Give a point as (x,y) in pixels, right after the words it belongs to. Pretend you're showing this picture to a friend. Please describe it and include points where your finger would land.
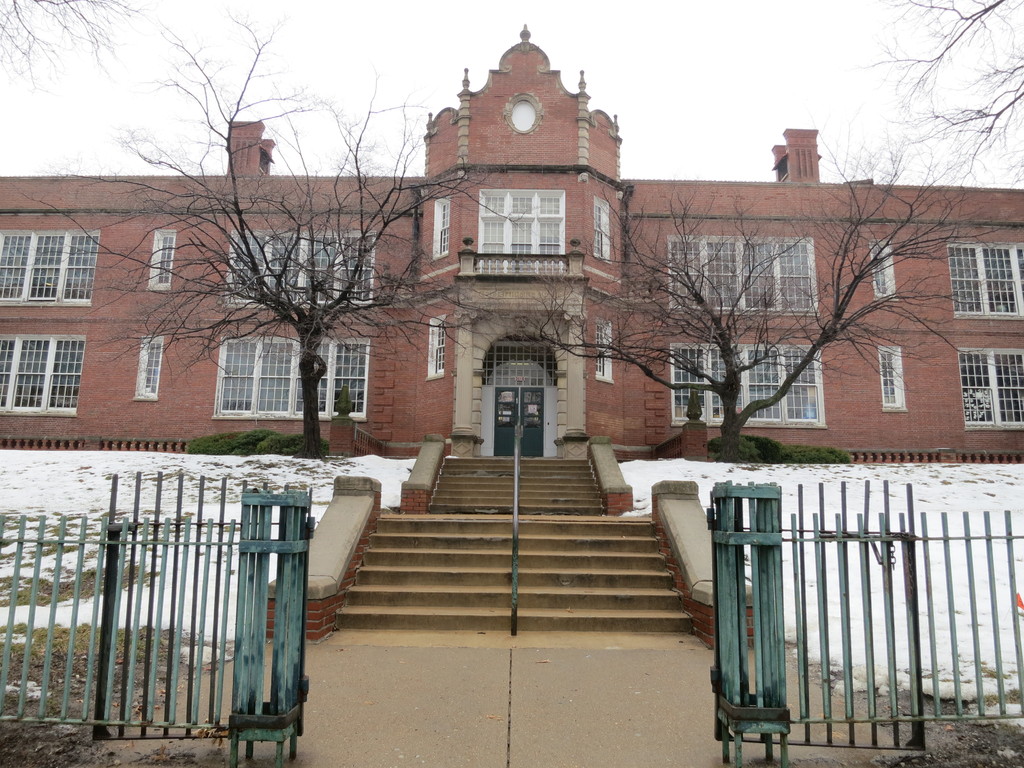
In this image I can see a building (359,399), in front of the building (67,412) I can see a staircase (511,504) and green color fence (74,632) and trees (227,332) and at the top (567,9) I can see the sky (340,113).
